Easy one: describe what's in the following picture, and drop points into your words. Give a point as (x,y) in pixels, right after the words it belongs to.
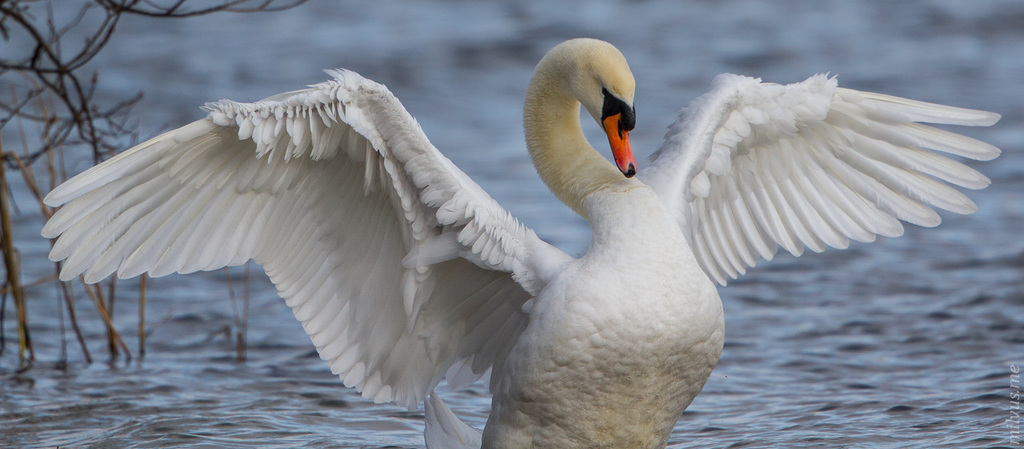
In this image there is a bird (456,249) in the foreground (571,260). In the background (304,335) there is water body (156,392). In the left (67,286) there are plants (73,80).
